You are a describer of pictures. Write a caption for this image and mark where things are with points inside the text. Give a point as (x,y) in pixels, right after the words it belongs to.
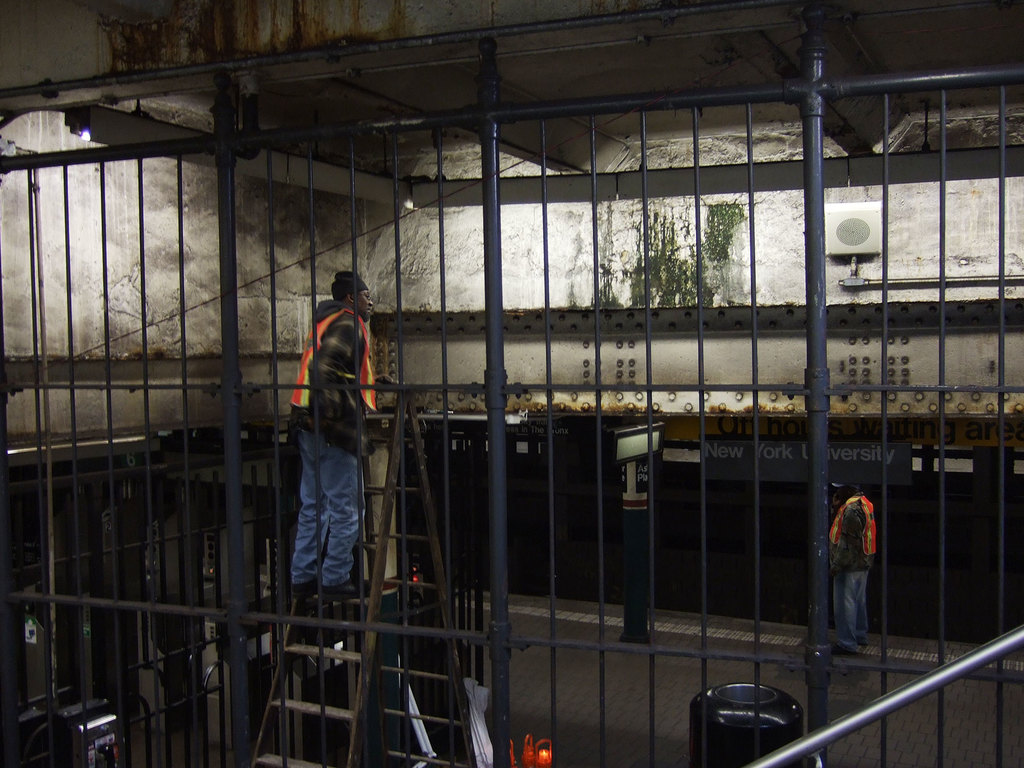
In this image I can see the railing (237,752). I can see two people (351,506) and the ladder (386,551). In the background (759,471) I can see the board (717,468) and the building (473,342).
